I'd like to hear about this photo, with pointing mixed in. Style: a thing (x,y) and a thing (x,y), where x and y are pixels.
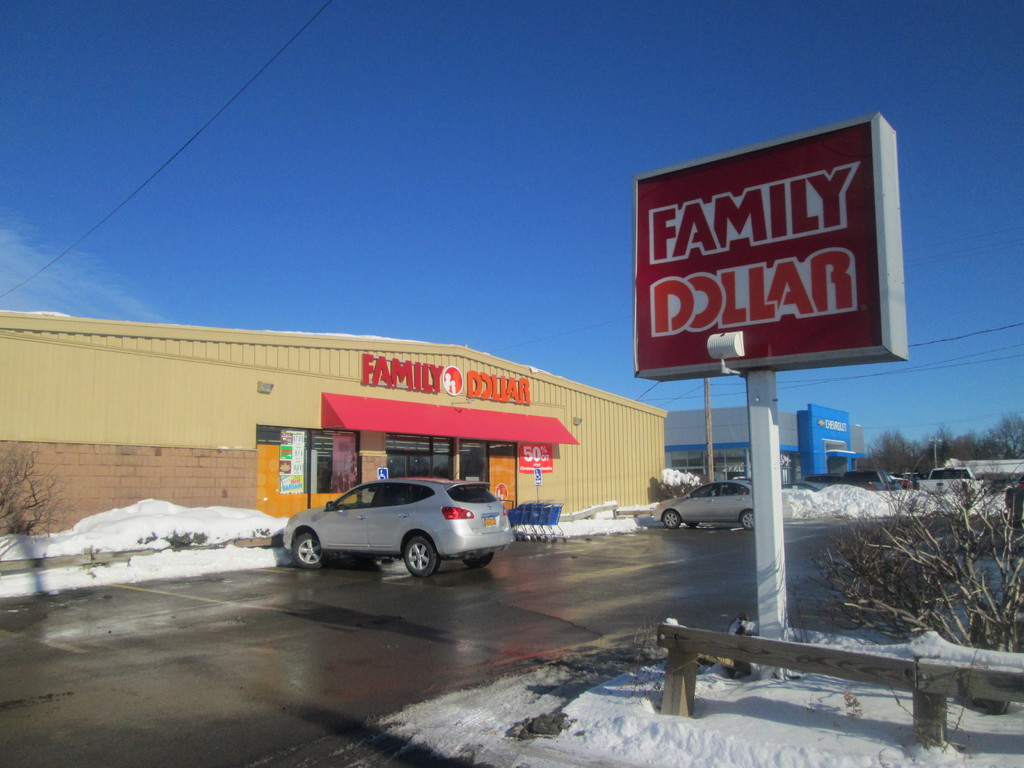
In this image I can see the road (428,646). On the road (447,619) there are vehicles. To the side of the road (583,559) I can see the plants (38,527), snow (793,695) and the board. I can also see the shed (194,496) to the side and something is written on it. In the background (646,149) I can see the blue sky (540,177).
